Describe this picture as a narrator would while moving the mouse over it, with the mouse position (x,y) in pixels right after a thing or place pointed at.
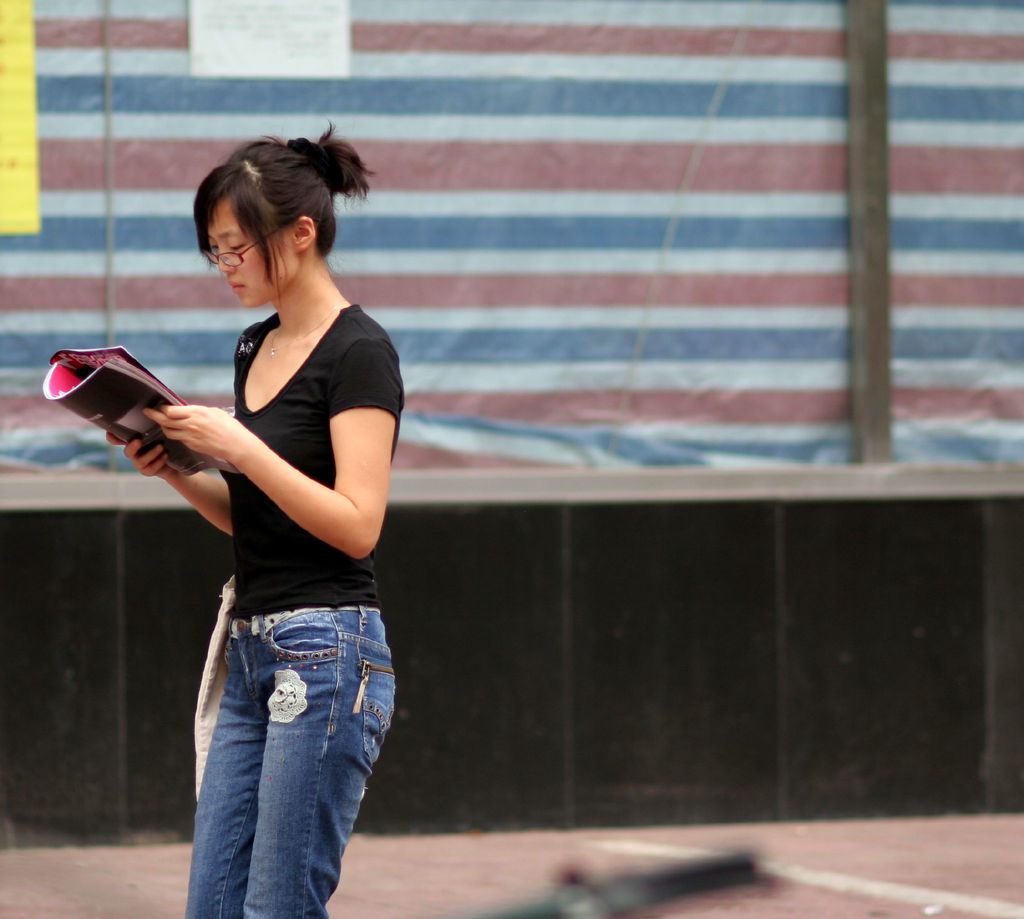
In this image we can see a lady (297,433) is standing and she is wearing black color shirt (322,458) and holding a book (122,360) in her hand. In the background of the image (417,356) we can see a wall (141,523) on which a poster (207,61) is pasted.
